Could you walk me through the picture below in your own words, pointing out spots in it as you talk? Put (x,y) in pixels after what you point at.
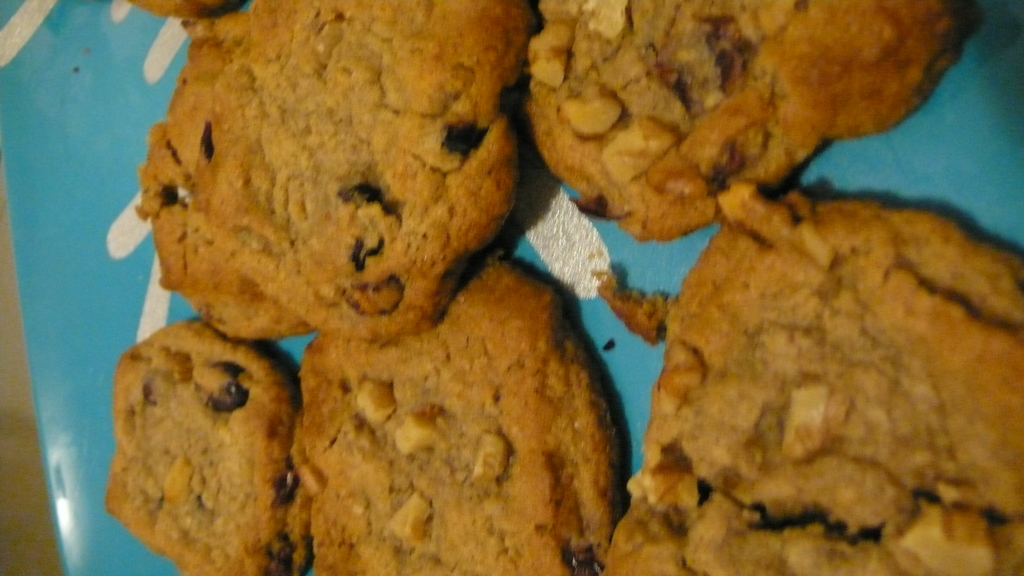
We can see cookies (291,229) with plate (71,505).
